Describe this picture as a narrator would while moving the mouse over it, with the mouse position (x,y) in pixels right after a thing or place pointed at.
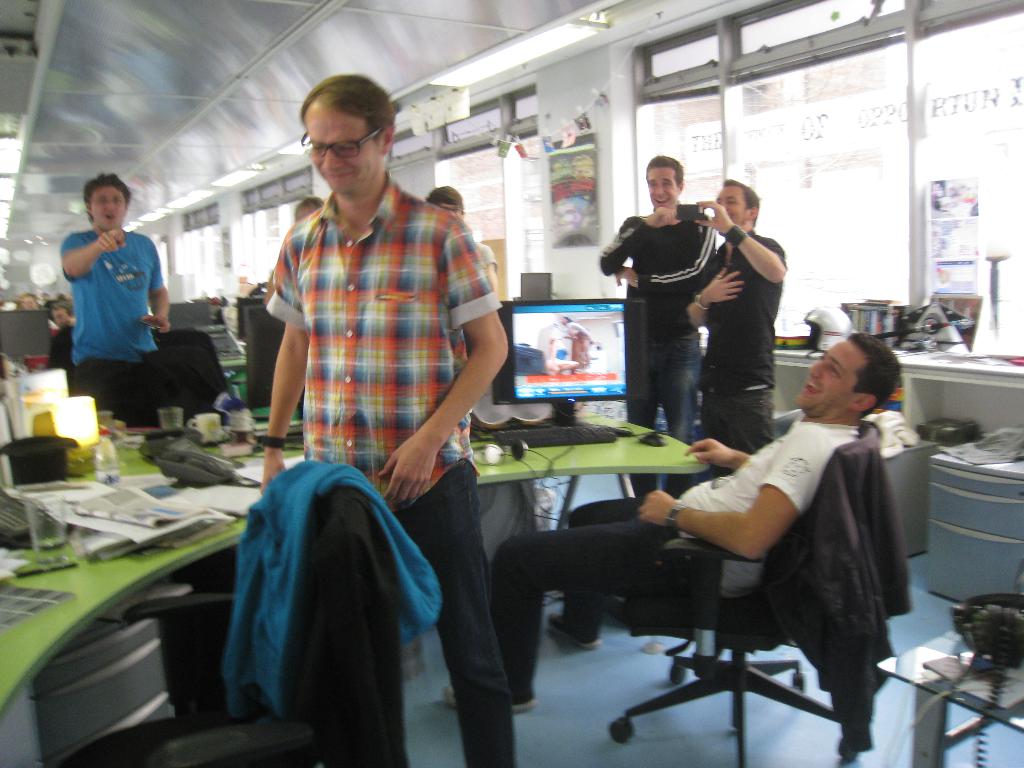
In this picture is a man (457,391) standing over here and smiling and there and the people (756,281) smiling and seeing at him.
